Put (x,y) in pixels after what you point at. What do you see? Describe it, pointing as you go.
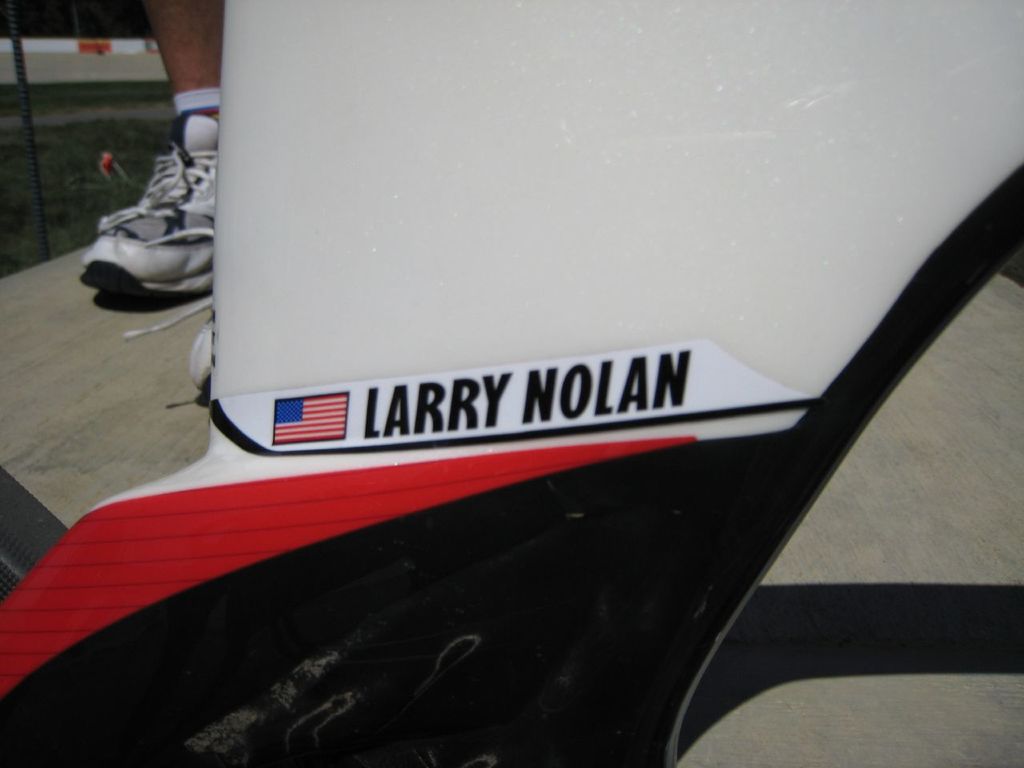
In this image we can see an object (459,448) with a text (492,403) and a flag (338,425). In the back (135,217) we can see leg (179,20) of a person (191,191) with shoe (153,245).
